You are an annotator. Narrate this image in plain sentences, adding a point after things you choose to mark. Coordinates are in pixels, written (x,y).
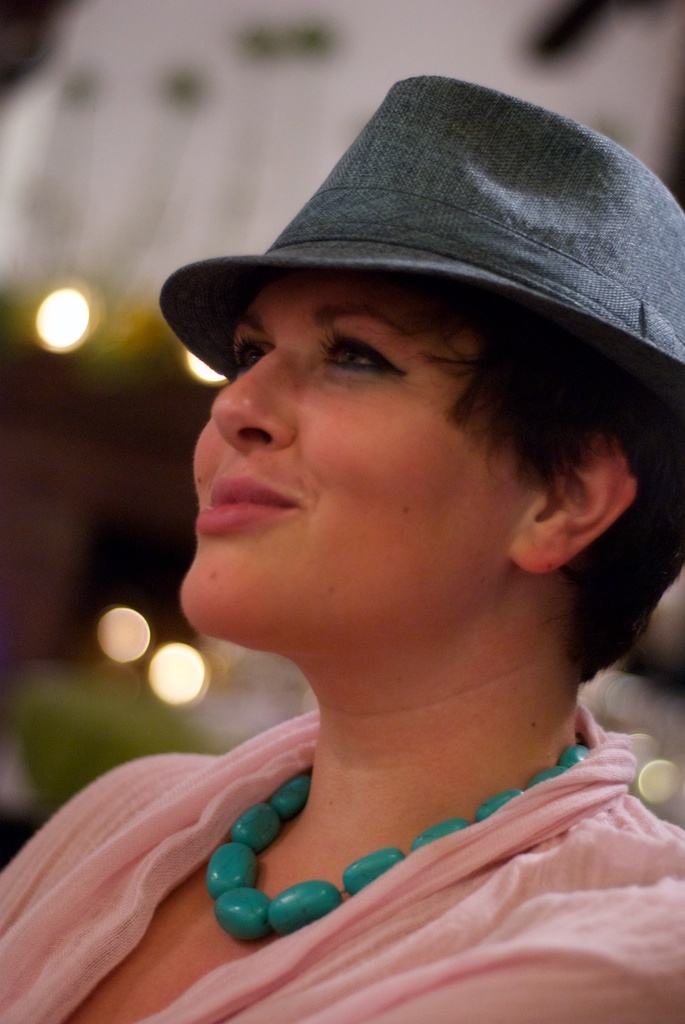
In this picture we can see a woman (397,586) wearing pink color dress (460,1011) with grey color hat (503,292) sitting and smiling.
